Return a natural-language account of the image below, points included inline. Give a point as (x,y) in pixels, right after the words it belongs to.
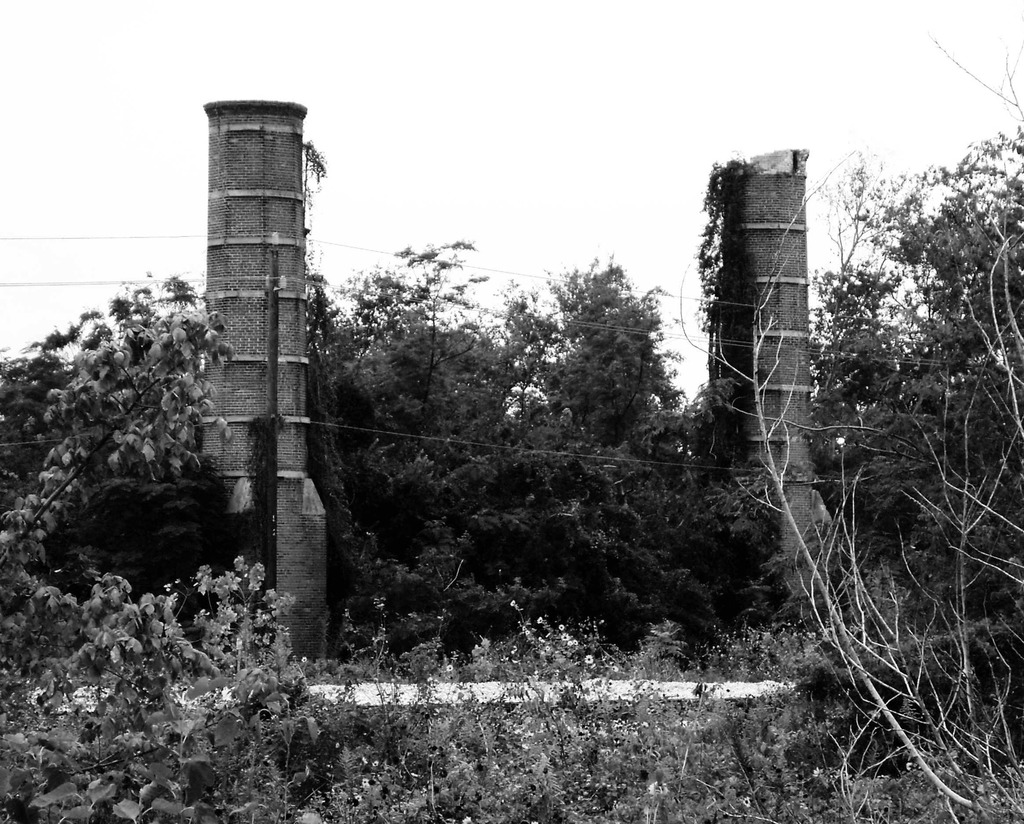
In this image I can see few pillars (255,259), current poles (274,270), wires (822,353), trees (702,479) and the sky (271,89). The image is in black and white.
